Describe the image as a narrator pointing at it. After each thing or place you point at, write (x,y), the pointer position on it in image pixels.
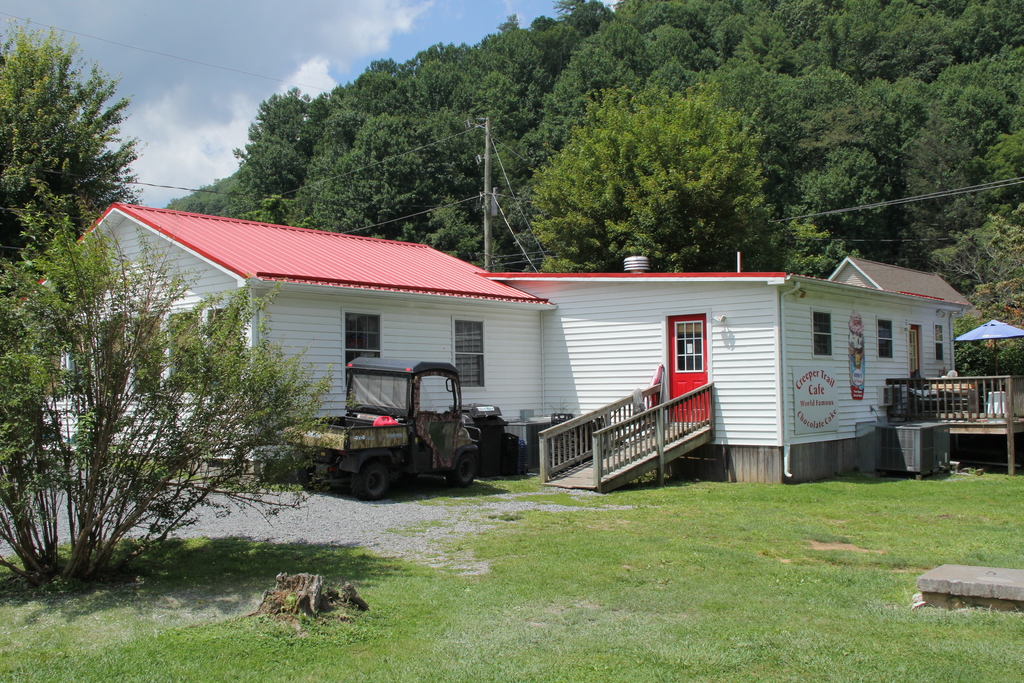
In this image there is a house (730,334) with wooden stairs (671,422) to the entrance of the house (679,415), beside the house (486,396) there is a jeep (366,439) parked, in front of the house (774,352) there is grass (573,563) on the surface (528,574), behind the house (763,363) there are trees (571,124) and electrical poles (488,141) with cables (238,191) on top of it.
